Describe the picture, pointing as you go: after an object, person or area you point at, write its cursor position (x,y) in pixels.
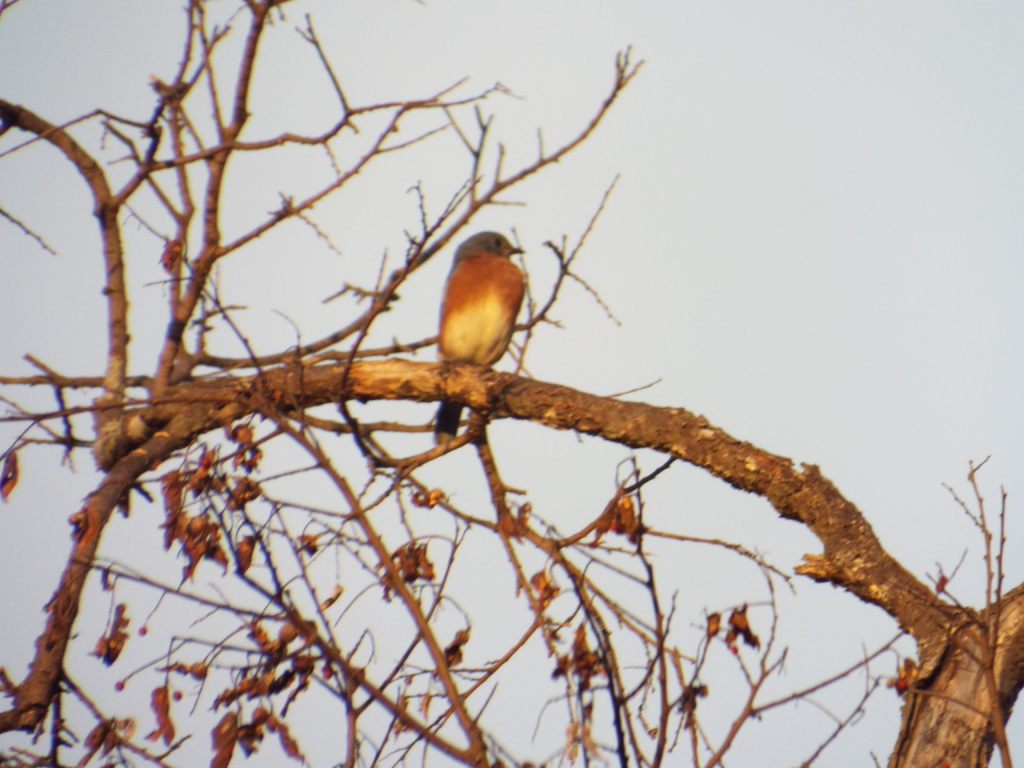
In this we can see there is a dry tree (289,404). On the tree (474,398) there is a bird (477,302). In the background (760,258) there is a sky (882,296).
